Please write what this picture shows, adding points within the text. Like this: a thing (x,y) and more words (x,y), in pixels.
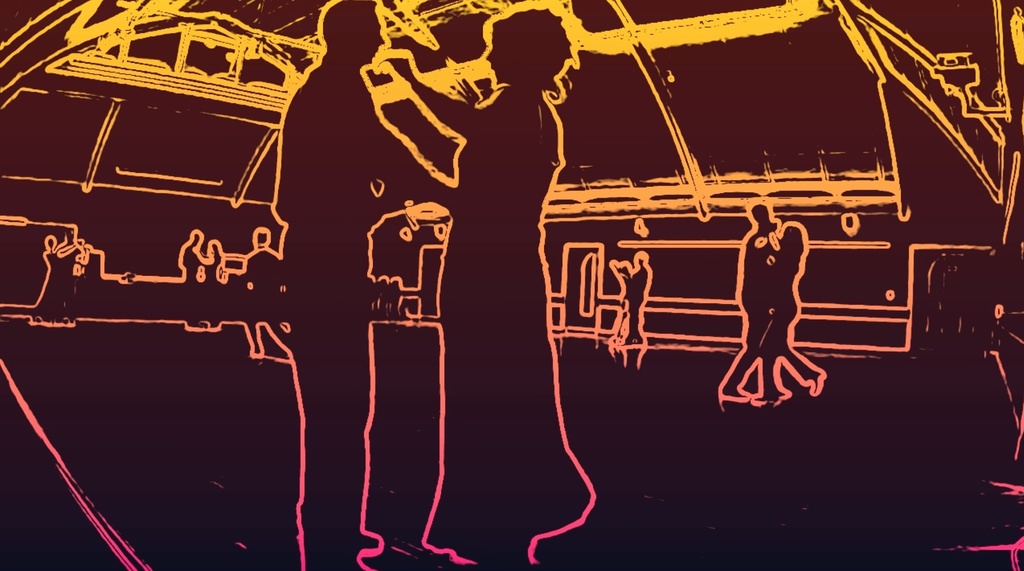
As we can see in the image there is an art (460,239) in which we can see few people (288,280) dancing.
